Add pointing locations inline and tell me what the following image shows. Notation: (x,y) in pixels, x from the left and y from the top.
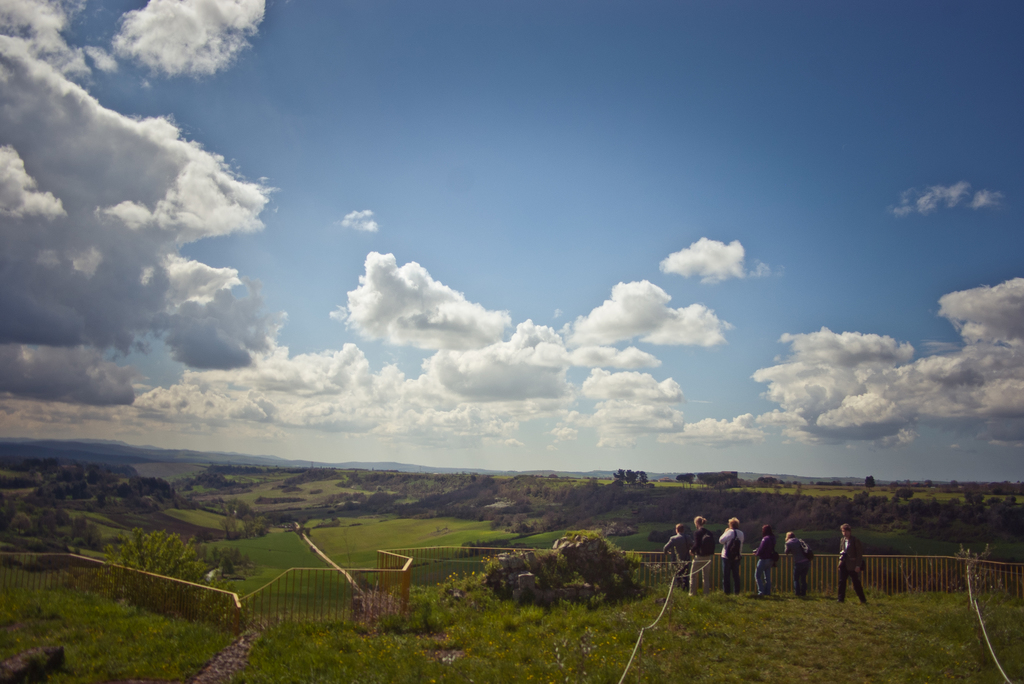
In this image we can see a group of people (736,543) standing on the grass field (840,669). In the center of the image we can see a fence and group of plants (608,559). In the background (793,499), we can see a group of trees (461,480) and the cloudy sky (362,264).
